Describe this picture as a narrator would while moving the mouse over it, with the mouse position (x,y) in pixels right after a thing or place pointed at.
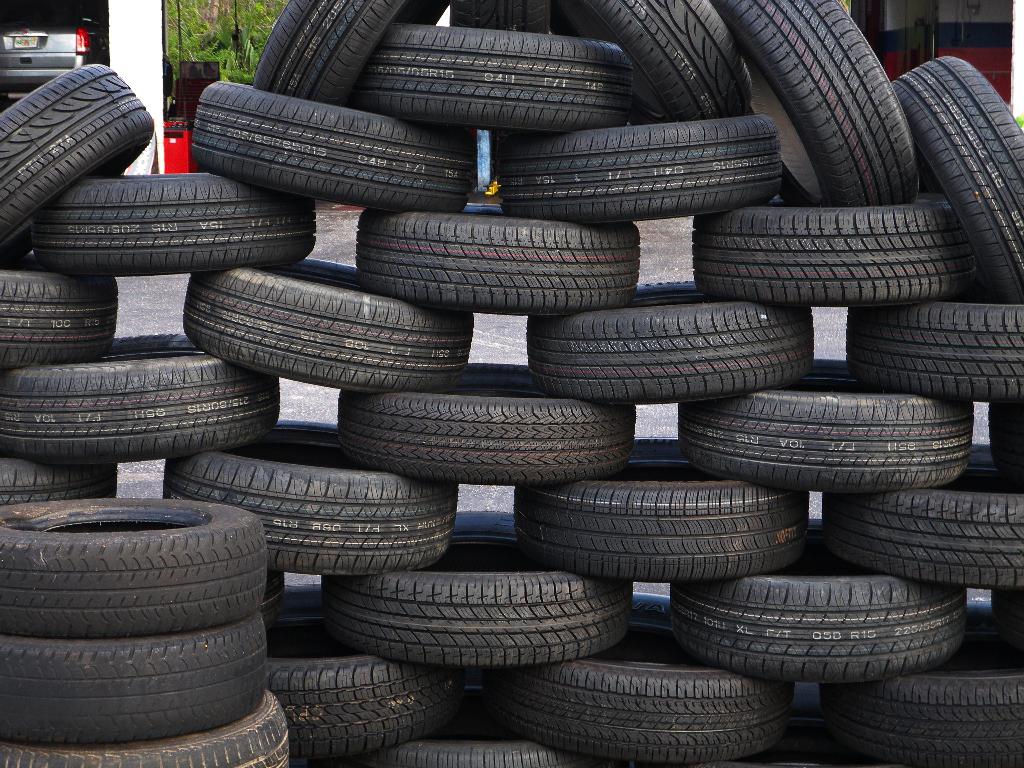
In this image I can see few black color tires (498,285). In the background (45,65) I can see the vehicle (40,49), few objects (216,62) and trees (207,54).
